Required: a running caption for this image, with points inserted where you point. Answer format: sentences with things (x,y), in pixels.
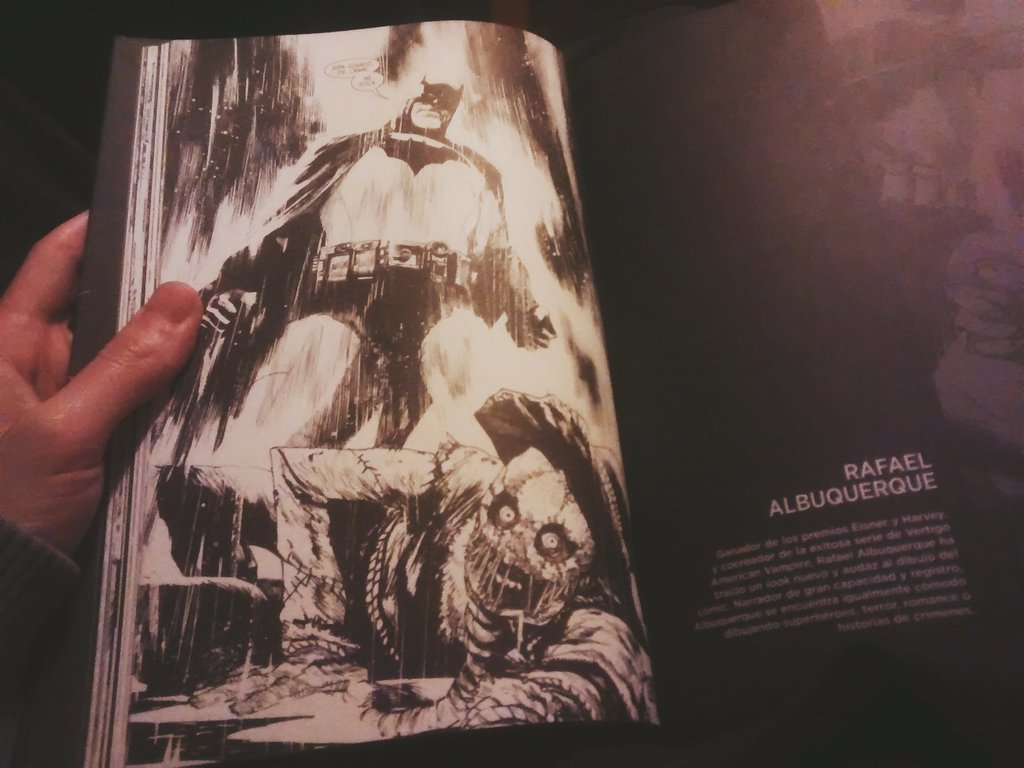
In this image I can see a person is holding a book (244,413) in the hand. On the papers (355,354) I can see sketch (391,407) of people (389,344). Here I can see something written on it.
